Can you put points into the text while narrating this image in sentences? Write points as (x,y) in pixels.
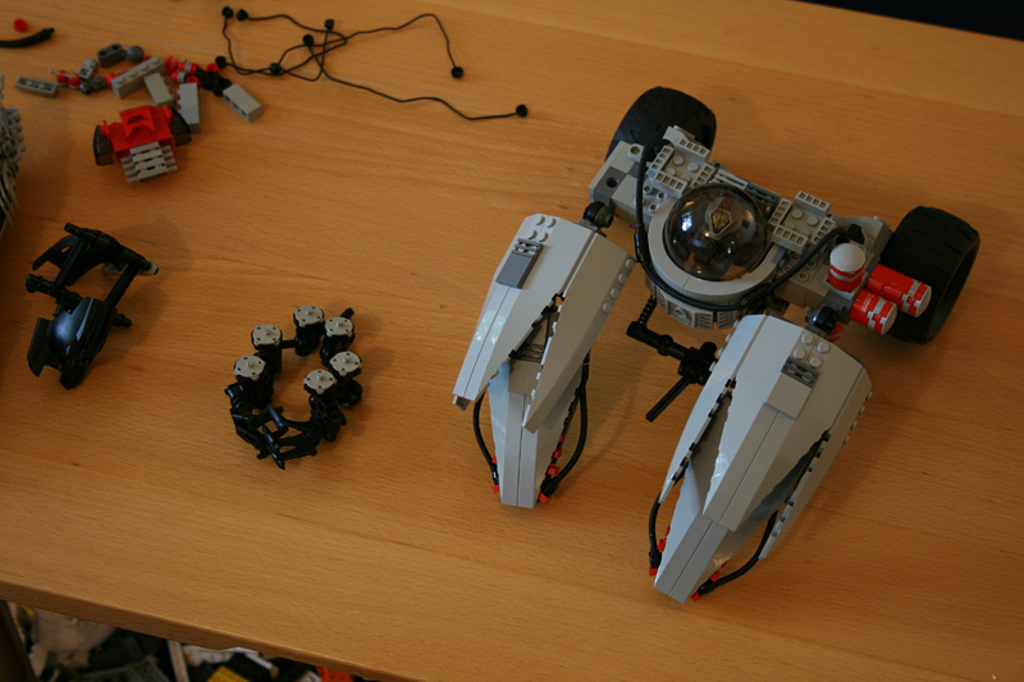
As we can see in the image there is a table (528,96). On table (528,96) there are LEGO toys (669,143).
